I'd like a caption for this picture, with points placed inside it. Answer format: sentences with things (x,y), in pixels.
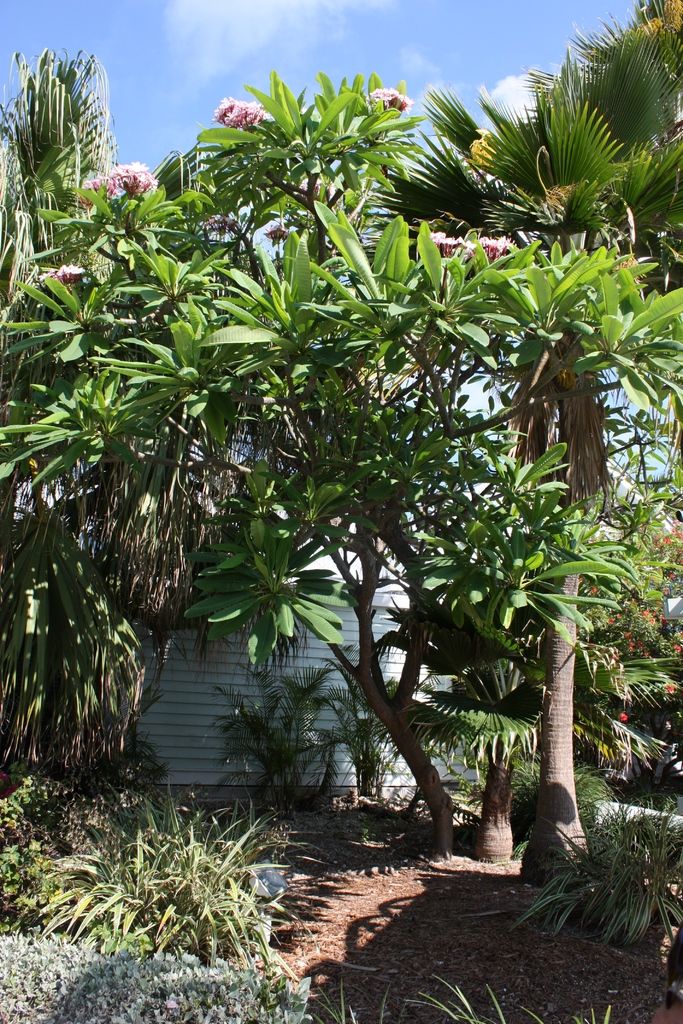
In this image we can see one wall (191,699), so many trees (535,405), plants (519,715) and bushes (191,815) on the surface (413,938). Some flowers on one plant (98,365) and at the top (166,70) there is the sky (166,63).
